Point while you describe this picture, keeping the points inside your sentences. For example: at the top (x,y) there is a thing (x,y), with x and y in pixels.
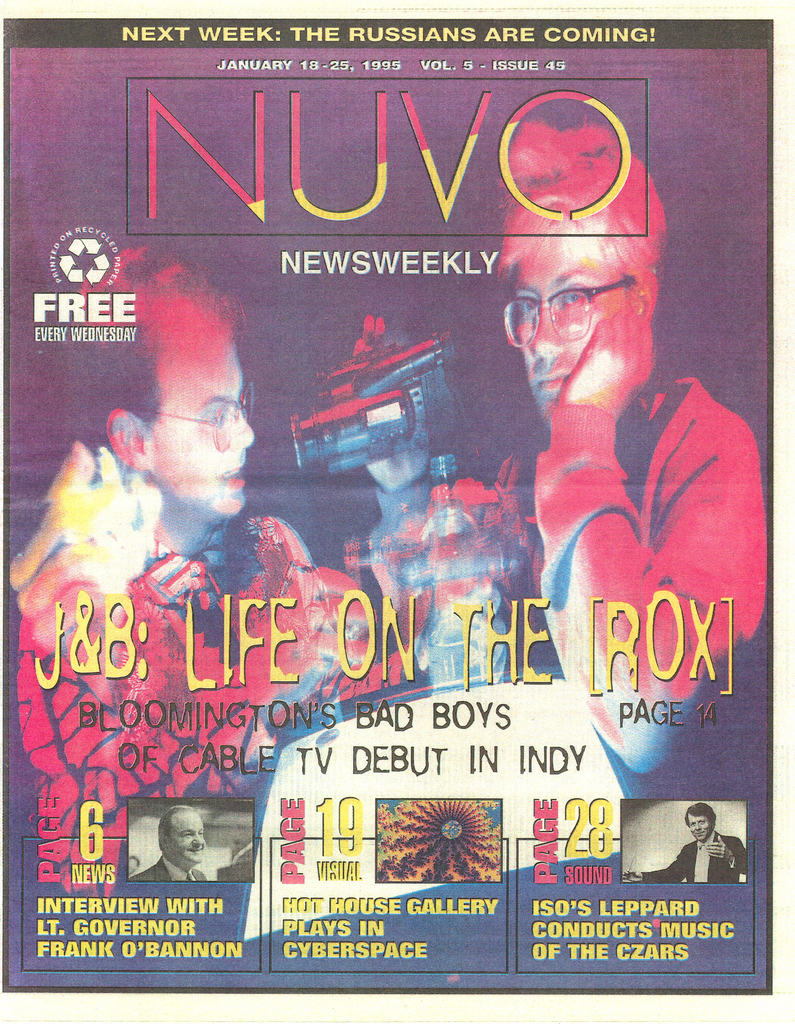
This image consists of a poster (398,514) in which there are two persons (230,413) along with a camera (388,435). And there is a text (496,723).
